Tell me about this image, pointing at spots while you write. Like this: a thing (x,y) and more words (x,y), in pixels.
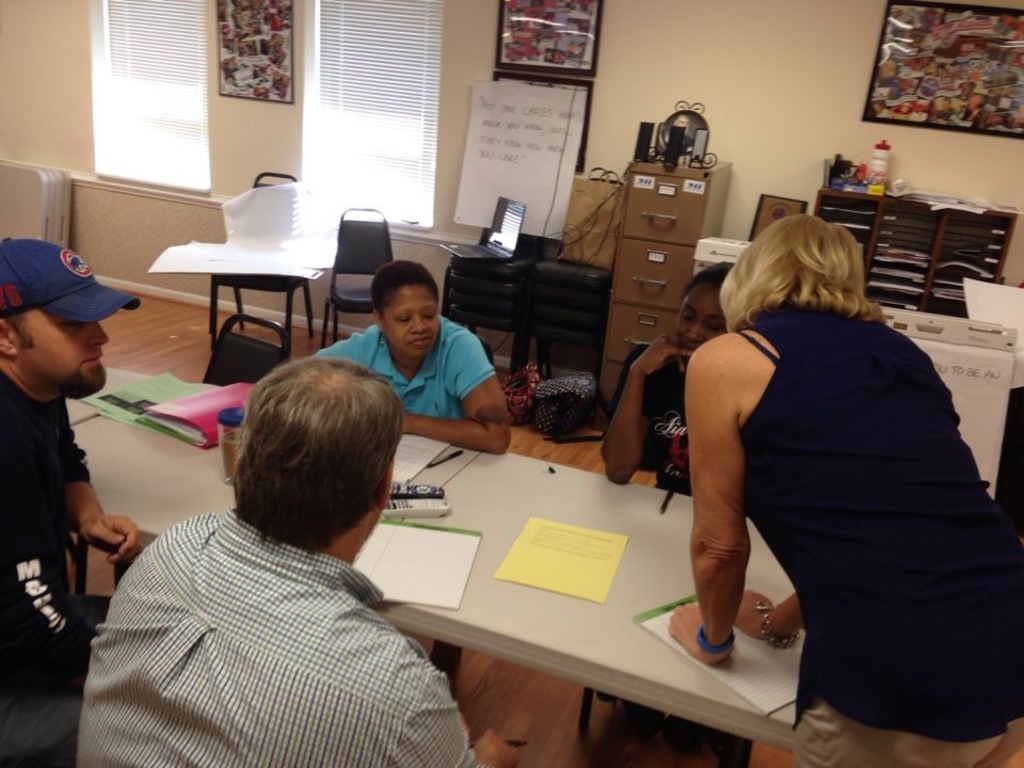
In this image i can see few persons (373,331) some are sitting and some are standing there are few papers (460,576), files (231,382) on a table (522,464) at the back ground (476,200) i can see few chairs (372,226), board (552,190), cup boards (662,200) and a wall (747,57) and a frame (949,56).
